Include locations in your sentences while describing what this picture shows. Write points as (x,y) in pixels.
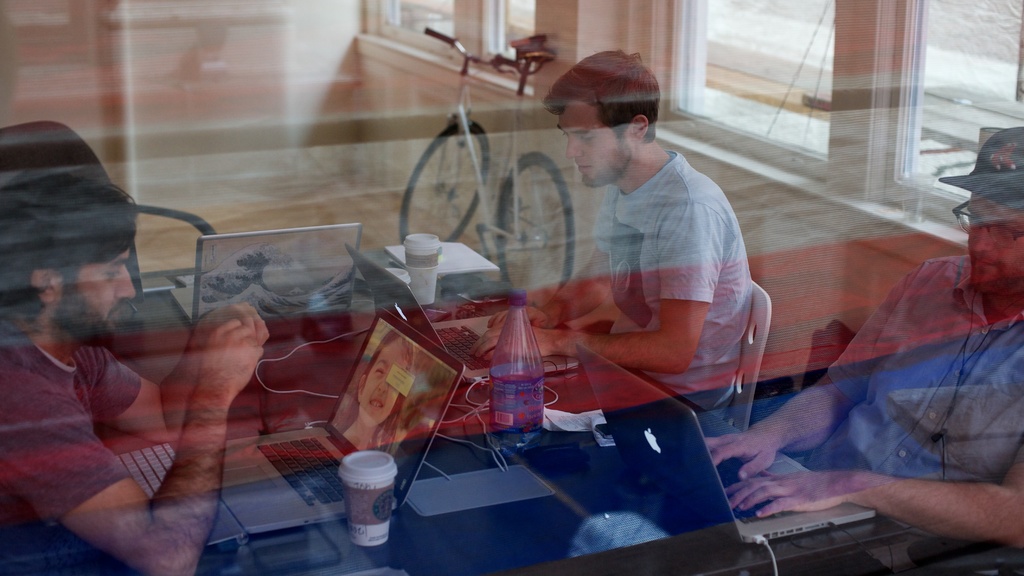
In this image there are three people (731,321) sitting in front of the table (583,466). On the table (307,385) there are laptops (239,266), bottles (493,428), cables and a few other objects (484,492), beside the table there is an empty chair (57,166). On the right side of the image (764,276) there is a wall (555,63) with windows (710,105). In the background (239,50) there is a wall (243,40).
